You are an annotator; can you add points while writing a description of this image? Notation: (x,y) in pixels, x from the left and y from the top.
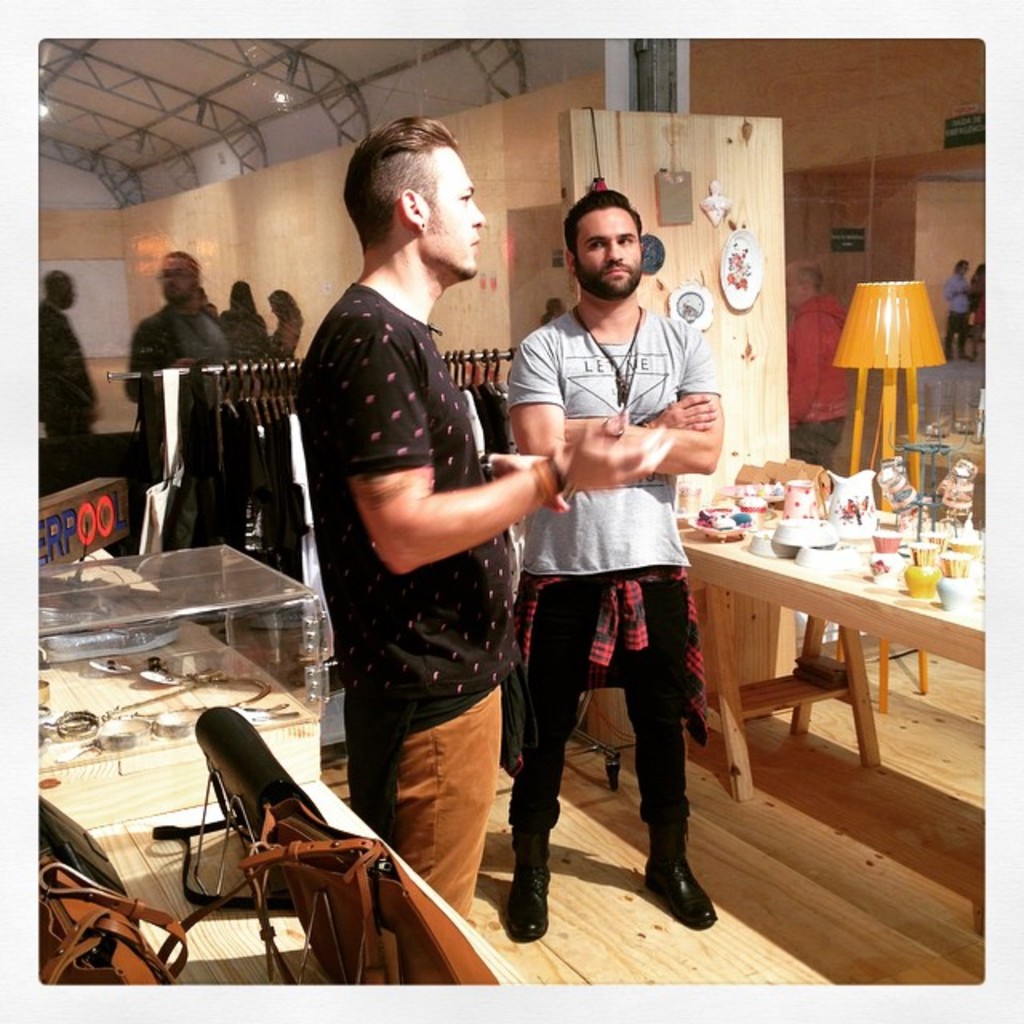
There are two persons (556,521) standing. A person (629,521) wearing a gray shirt (627,497) is wearing a tag (626,396) and also a jacket (631,619). Beside him there is a table (779,587). On table (797,593) there are many pottery items (874,514). Behind that there is a yellow color lamp (887,365). And there is a wooden wall (752,389). On the wall (742,398) some art craft items (744,243) kept. And there is another table (175,694). On the table (161,660) there is a box (140,660). Inside that some items (71,728) are kept. And behind them there are many people (162,315) standing. Also there is a stand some dresses (224,417) are hanged.
